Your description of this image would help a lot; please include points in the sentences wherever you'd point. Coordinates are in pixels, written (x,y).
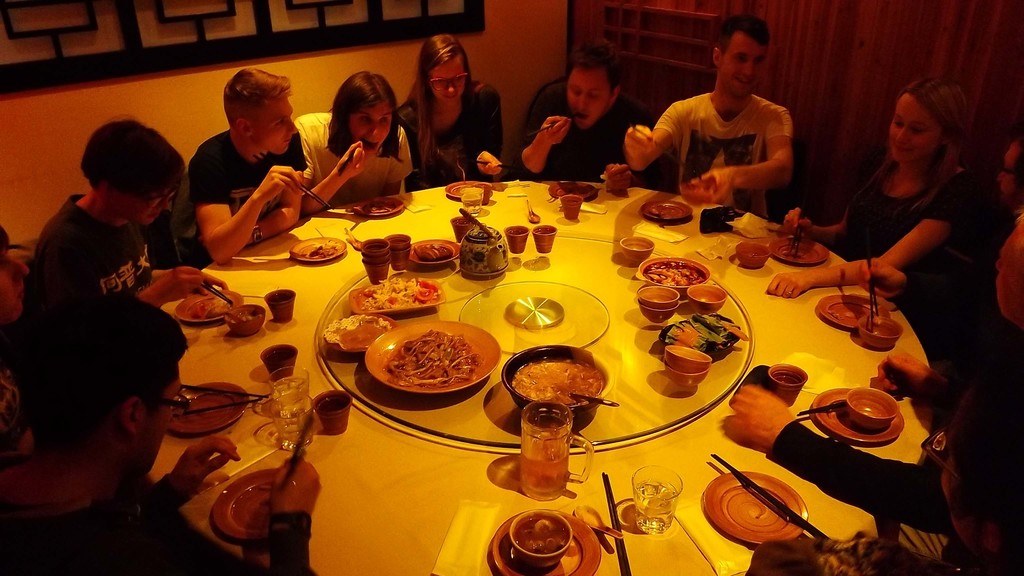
In the image on the table (381,481) there are bowls (554,351) with food items (379,298). And also there are plates (784,491), jugs (527,460), glasses (554,470), chopsticks (774,505), kettle (468,256) and some other things (566,208). Behind the table (281,237) there are few people (98,519) sitting around the table (406,219) and also they are holding chopsticks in their hands (227,451). Behind them there is a wall (205,68) with an object (364,22) on it.
